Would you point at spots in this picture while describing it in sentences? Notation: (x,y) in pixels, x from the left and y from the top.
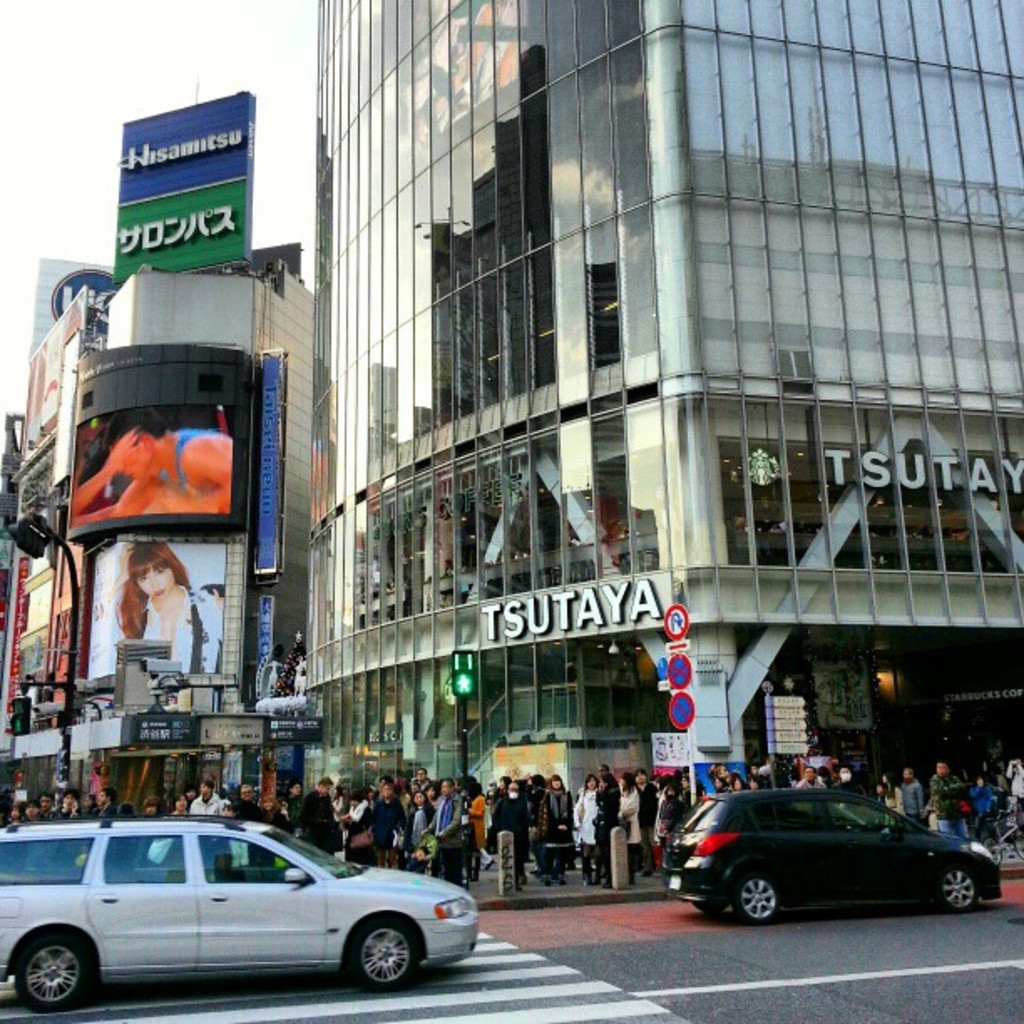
In this image we can see some buildings (501,517) with windows (483,518), board (291,733) and some people (525,810) standing. We can also see some cars (876,881) on the road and the sky (126,66).
